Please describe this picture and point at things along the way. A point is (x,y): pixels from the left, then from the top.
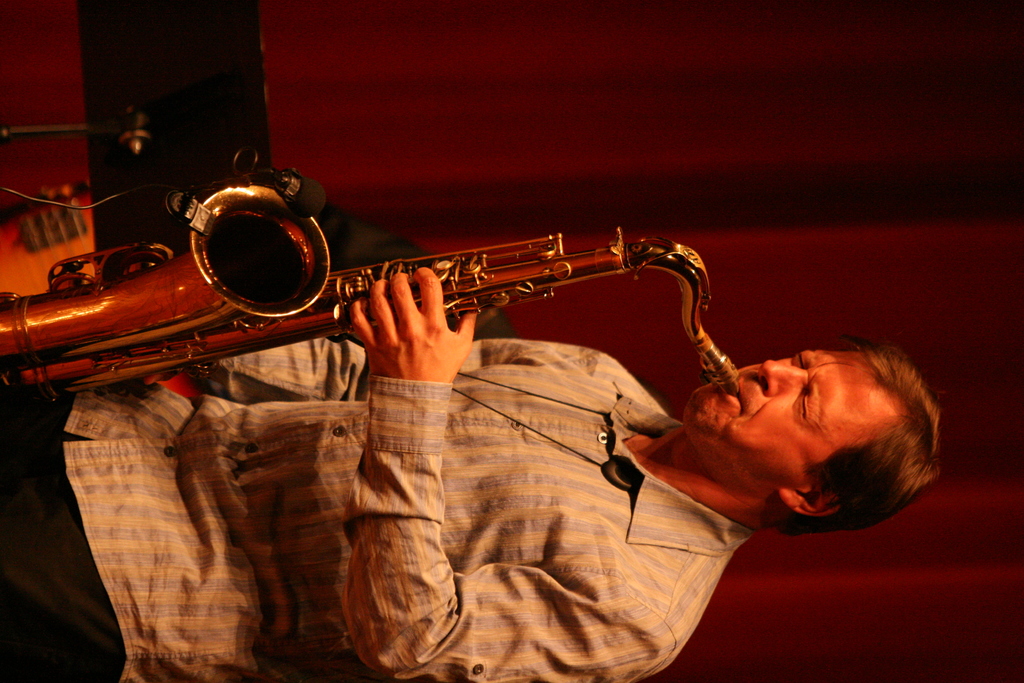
In this image, I can see a person (520,544) standing and playing saxophone (337,325). There is a blurred background (434,142).
